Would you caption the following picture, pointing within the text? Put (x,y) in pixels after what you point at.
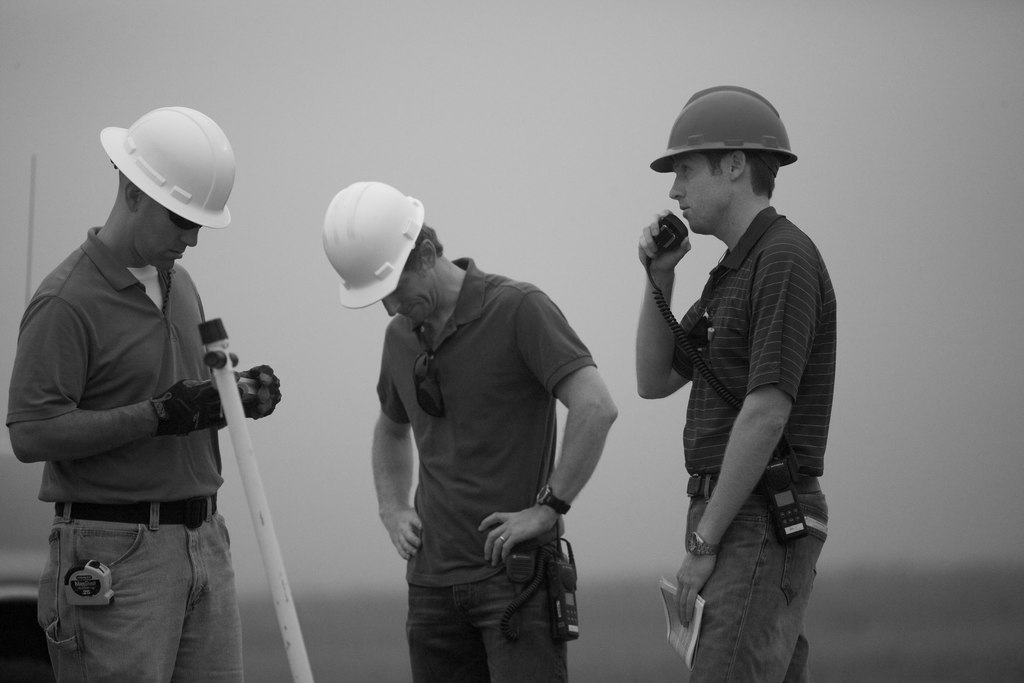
In this image three people (394,502) are standing. Left side (262,520) there is a pole (275,583). People (174,296) are wearing caps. Right side (757,403) there is a person (706,291) holding an object (663,233) in his hand (647,239). Background (919,636) is blurry.
